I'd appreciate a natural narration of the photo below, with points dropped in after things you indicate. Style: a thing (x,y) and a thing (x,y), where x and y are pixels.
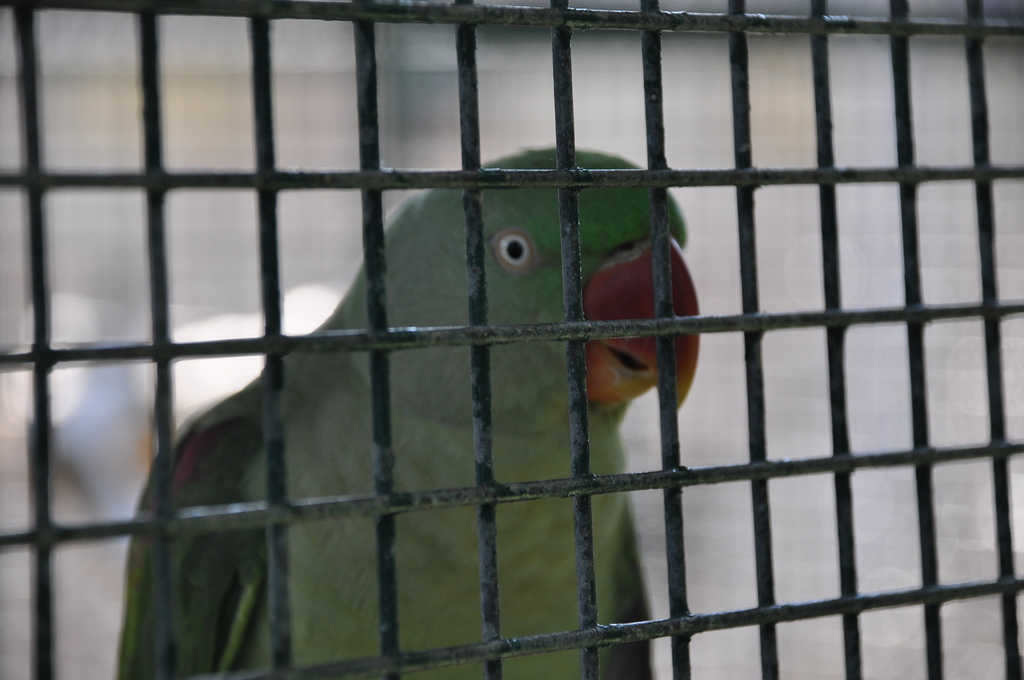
In the picture, there is a black mesh (743,87) and behind the mesh (375,304) there's a cute parrot (508,317).
